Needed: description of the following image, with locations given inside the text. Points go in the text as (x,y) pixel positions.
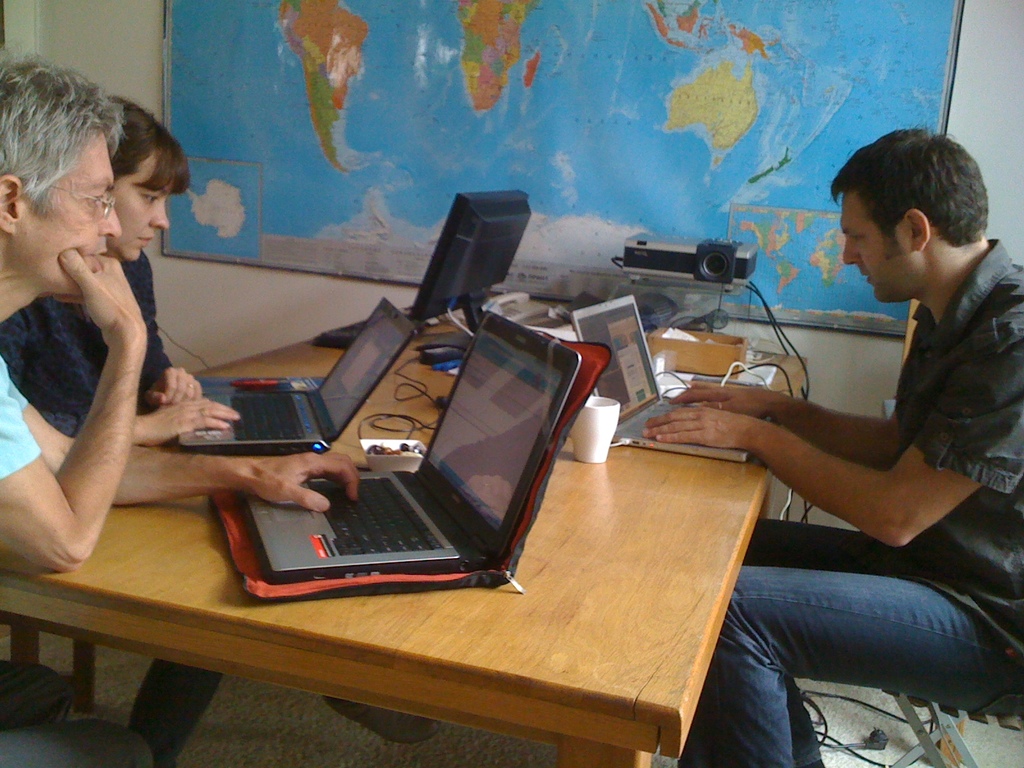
This picture shows three people (46,148) seated and using their laptops (604,333) on the table (572,532), and we see a desktop computer (426,293) and a map (190,132) hanging on the wall (120,48).
